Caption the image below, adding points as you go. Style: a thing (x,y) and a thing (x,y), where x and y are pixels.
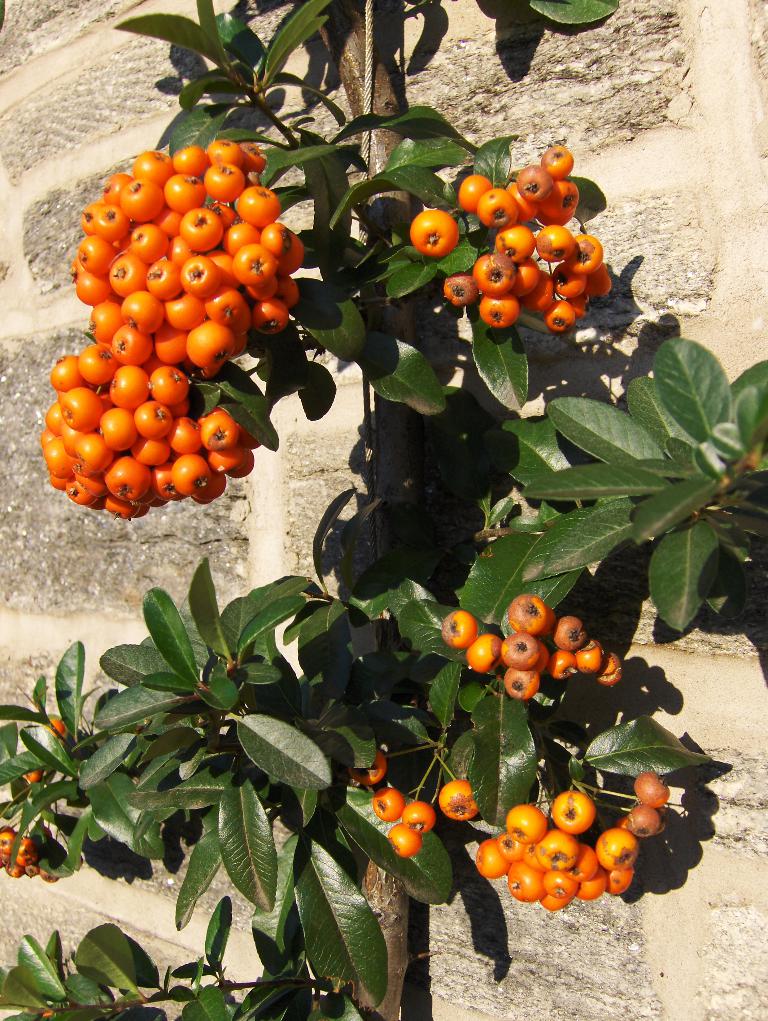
In the center of the image (269,668) there is a tree (363,740) and we can see fruits (164,309) to the tree (385,276). In the background (83,574) there is a wall (81,563).
